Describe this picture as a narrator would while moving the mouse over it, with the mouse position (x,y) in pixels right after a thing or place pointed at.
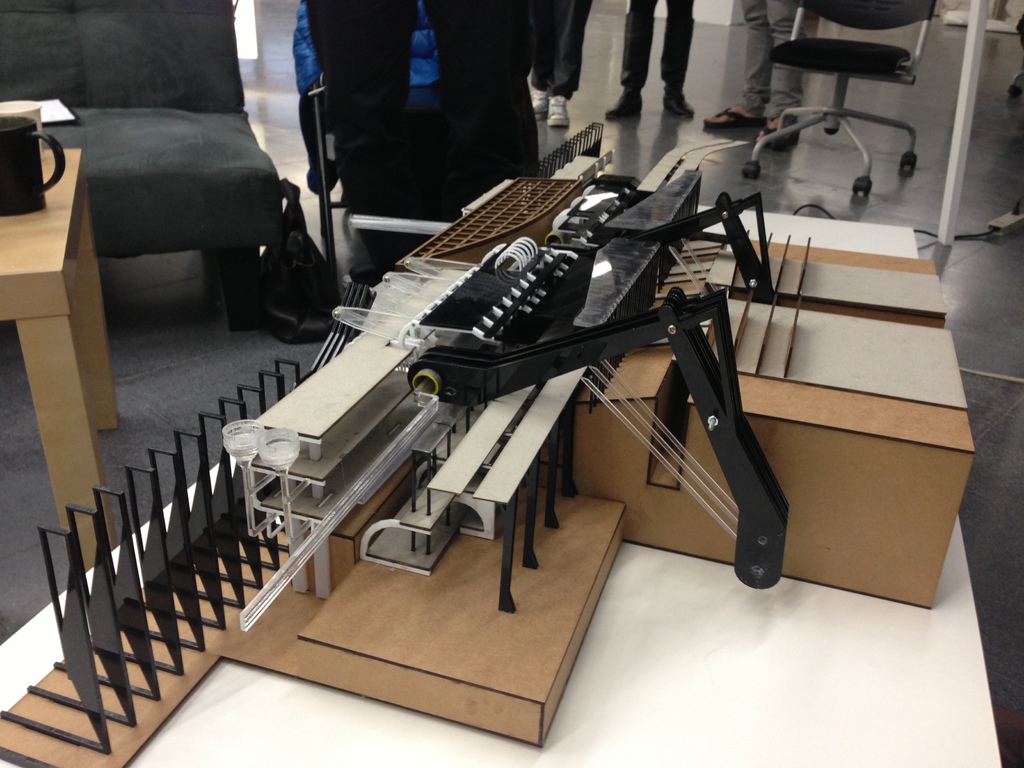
The picture consists of an object (590,350) might be a model (487,436) placed on a table (792,714). On the left (48,249) there are table (48,249), couch (106,125), cups (35,142) and chair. In the center of the background (642,25) there are group of people (788,87), chair (926,29), cable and table (967,46).
